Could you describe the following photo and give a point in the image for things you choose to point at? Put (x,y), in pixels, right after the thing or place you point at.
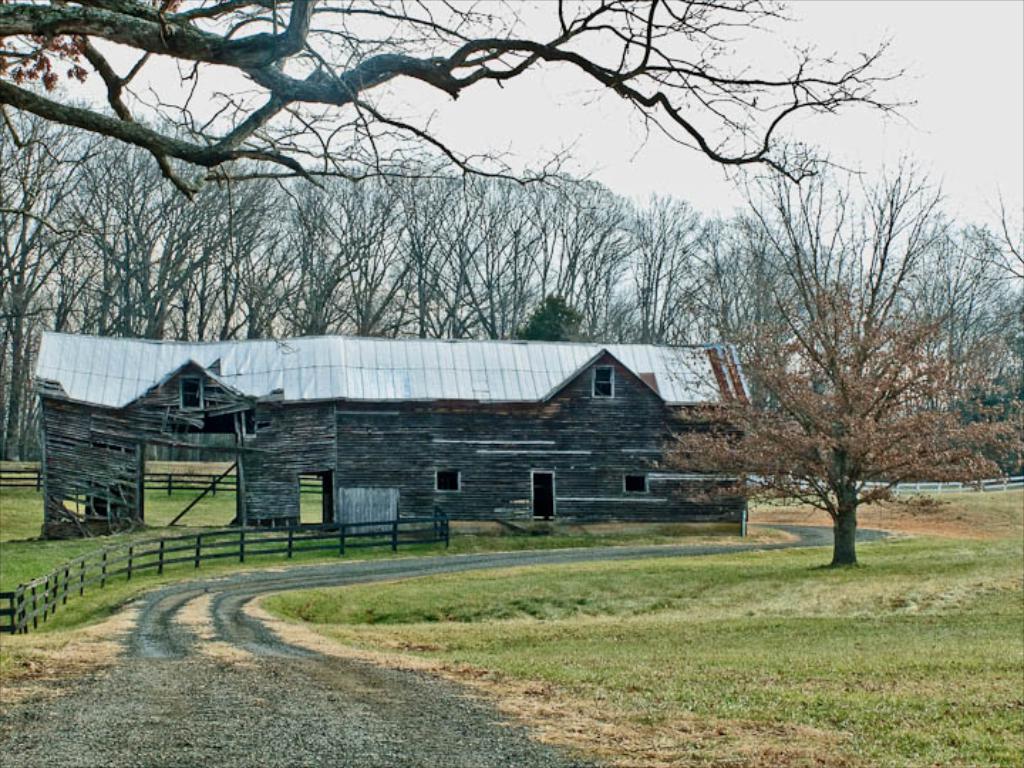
In this image we can see a building (441,463) with windows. Also there is fencing (130,562). On the ground (582,633) there is grass (676,635). In the back (590,289) there are trees (540,199). Also there is sky (776,133).
